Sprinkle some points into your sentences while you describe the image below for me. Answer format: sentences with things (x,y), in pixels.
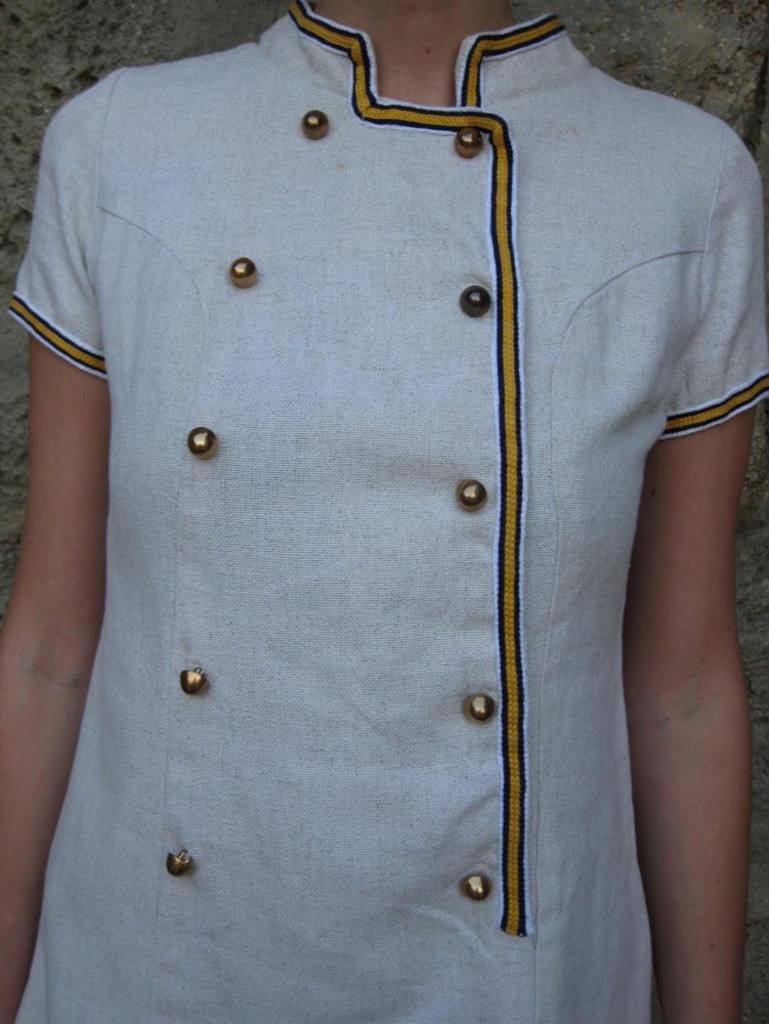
In this picture there is a girl (184,492) who is standing in the center of the image (512,365).
